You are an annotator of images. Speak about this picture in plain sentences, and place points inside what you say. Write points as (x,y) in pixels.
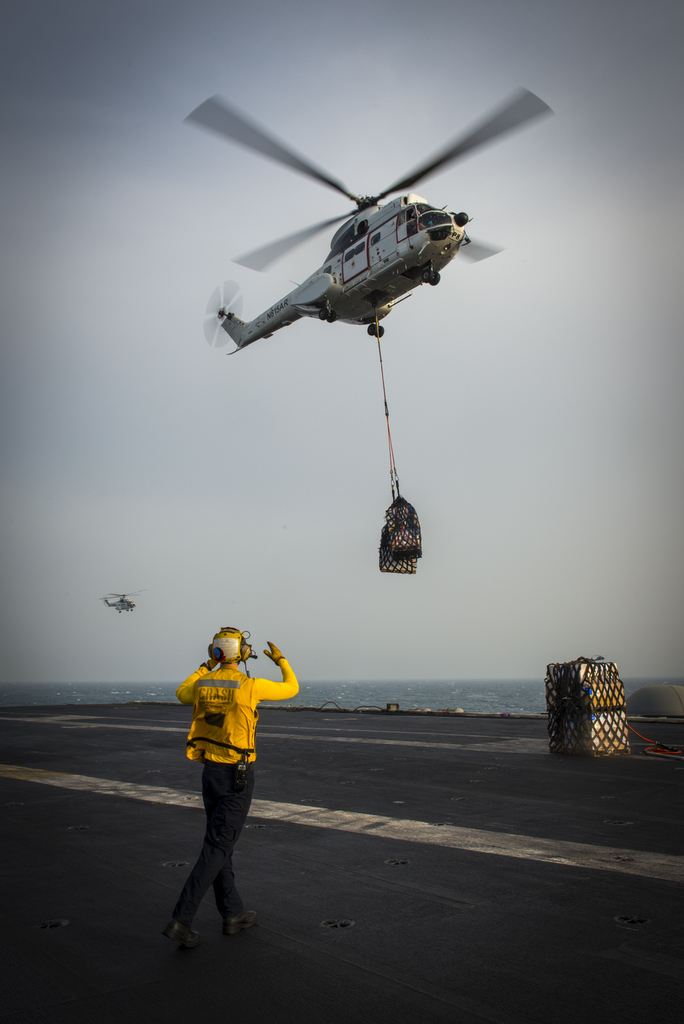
In this picture we can see a person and an object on the ground (557,878) and in the background (343,560) we can see helicopters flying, sky (367,679).
